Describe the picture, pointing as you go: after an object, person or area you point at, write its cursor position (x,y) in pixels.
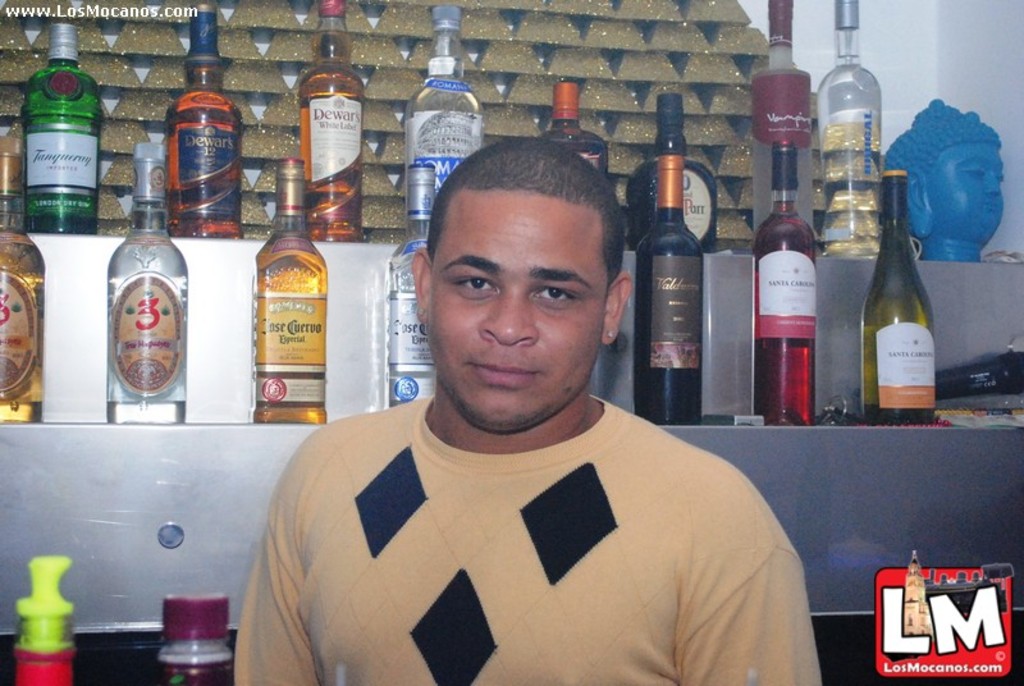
In this image we have a man (430,556) who is wearing yellow colour t-shirt (489,564) and man (423,438) is smiling. Behind the man (467,512) we have a couple of wine bottles (778,231) on the shelf (227,333).
